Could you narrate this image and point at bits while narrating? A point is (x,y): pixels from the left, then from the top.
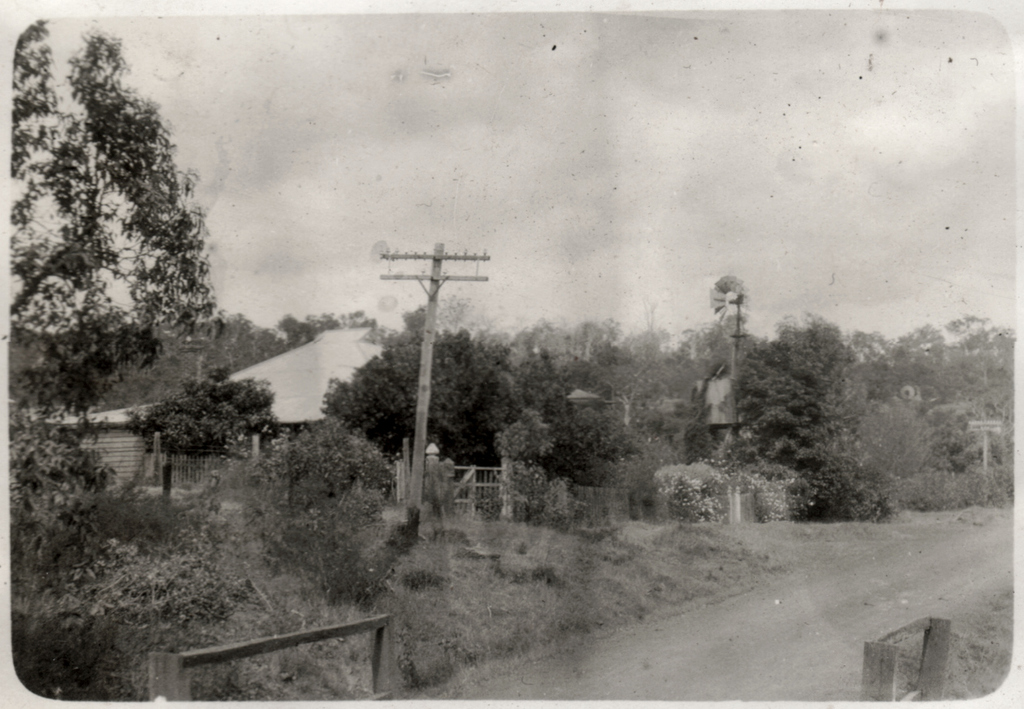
In this image we can see some trees (829,469), plants (654,475), electric pole (423,443), a house (341,345), wooden poles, also we can see the sky (570,168).
